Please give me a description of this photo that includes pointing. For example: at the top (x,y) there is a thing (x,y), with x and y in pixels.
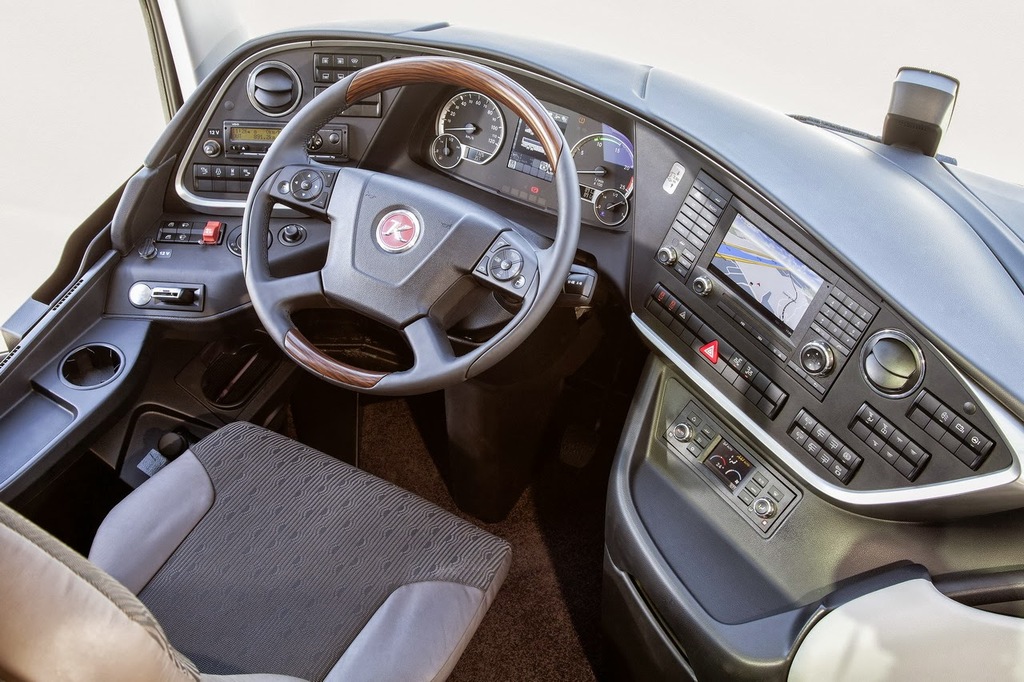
This is an inside view of a vehicle (455,369). We can see steering (423,267), buttons (503,257), seat (228,628), gauges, screen (781,250) and some objects (262,106).
